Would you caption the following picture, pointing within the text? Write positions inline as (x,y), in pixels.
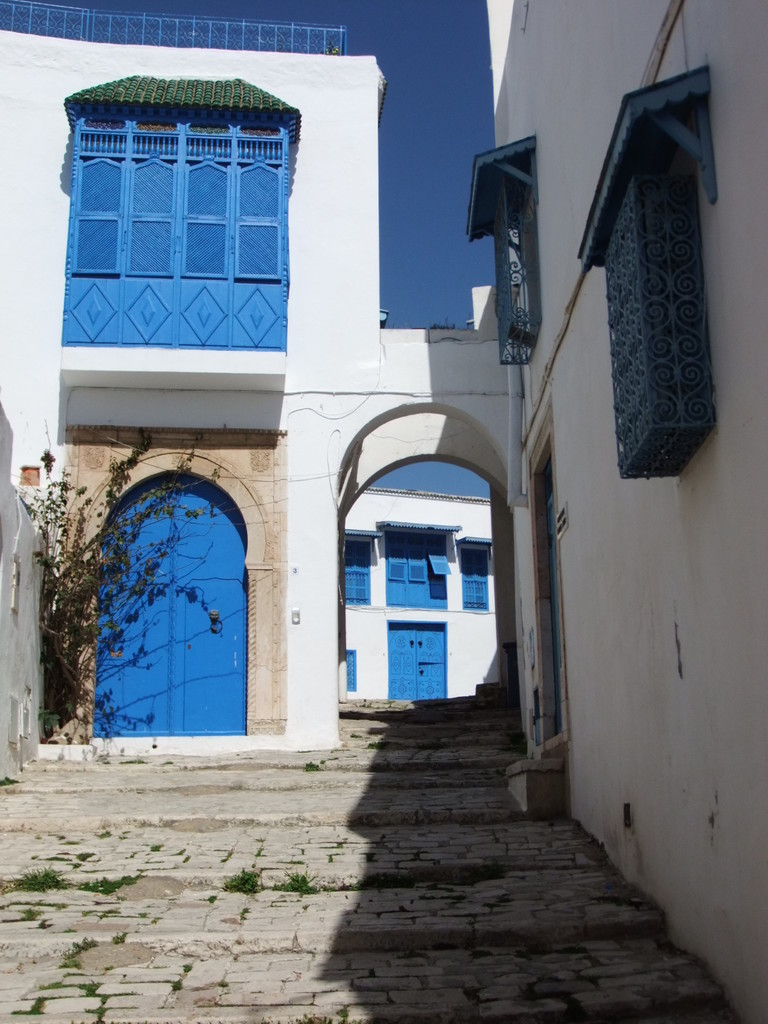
In this picture I can see houses (284,469) with doors (170,531) and windows (238,301), there is a tree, and in the background (399,161) there is sky (401,132).
